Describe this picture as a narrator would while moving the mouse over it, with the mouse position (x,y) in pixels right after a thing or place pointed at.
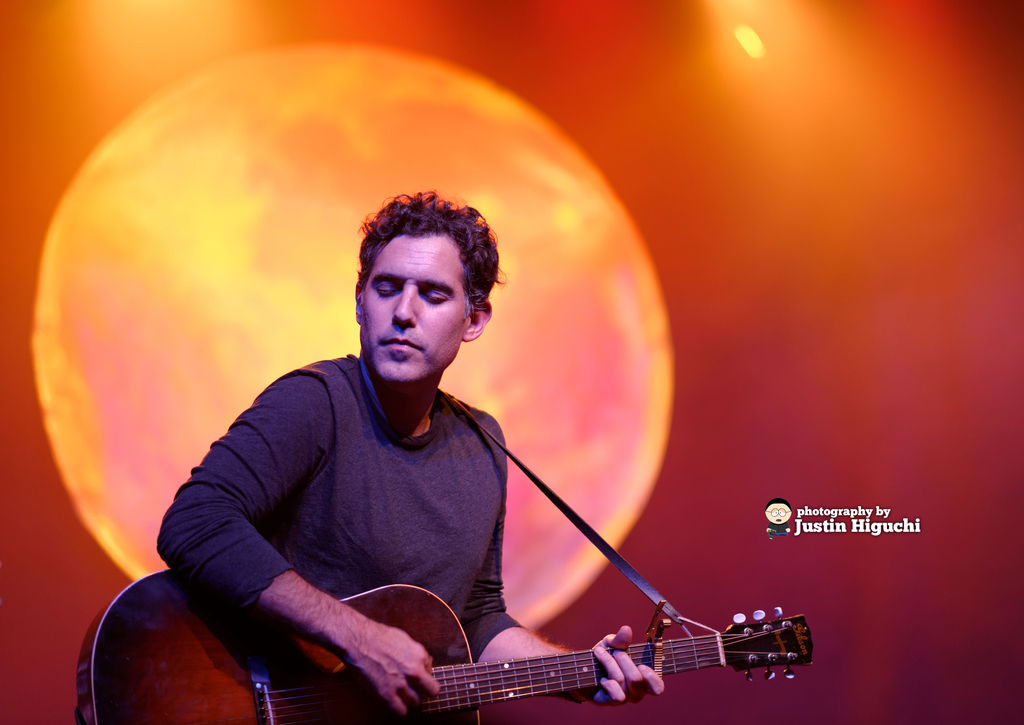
Here we can see a man (309,619) playing a guitar (324,643) with a guitar (467,666) in his hand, behind him we can see a picture (664,311) of sun (651,486).
